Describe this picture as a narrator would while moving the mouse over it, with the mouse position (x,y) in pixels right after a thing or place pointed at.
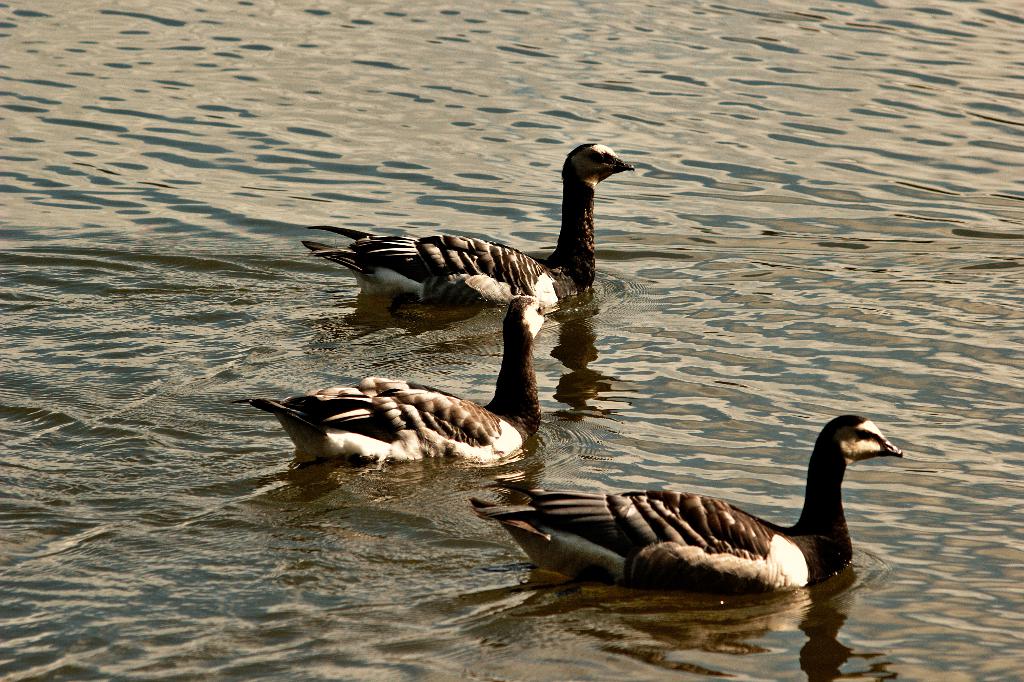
In this image we can see few birds (468,406) in the water (854,302). We can see the water (444,201) in the image.
